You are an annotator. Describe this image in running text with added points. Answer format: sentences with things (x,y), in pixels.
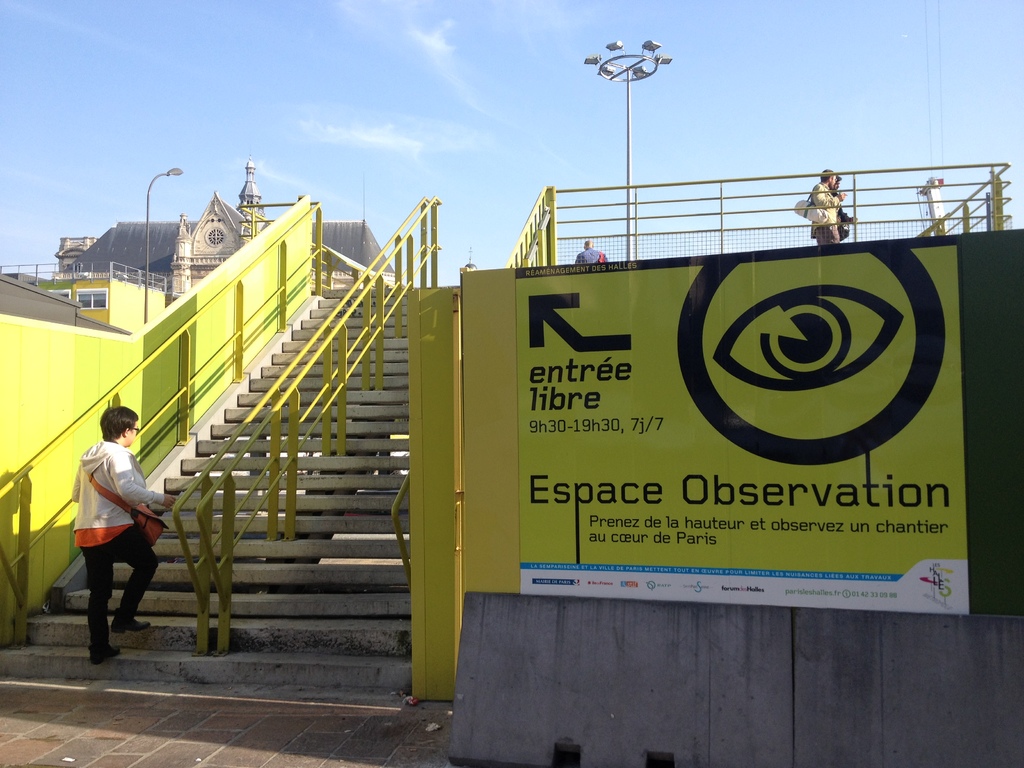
In this image there is a person (125,593) climbing the stairs (171,453), in the background of the image (369,236) there are lamp posts (627,97) and a building (374,248).
